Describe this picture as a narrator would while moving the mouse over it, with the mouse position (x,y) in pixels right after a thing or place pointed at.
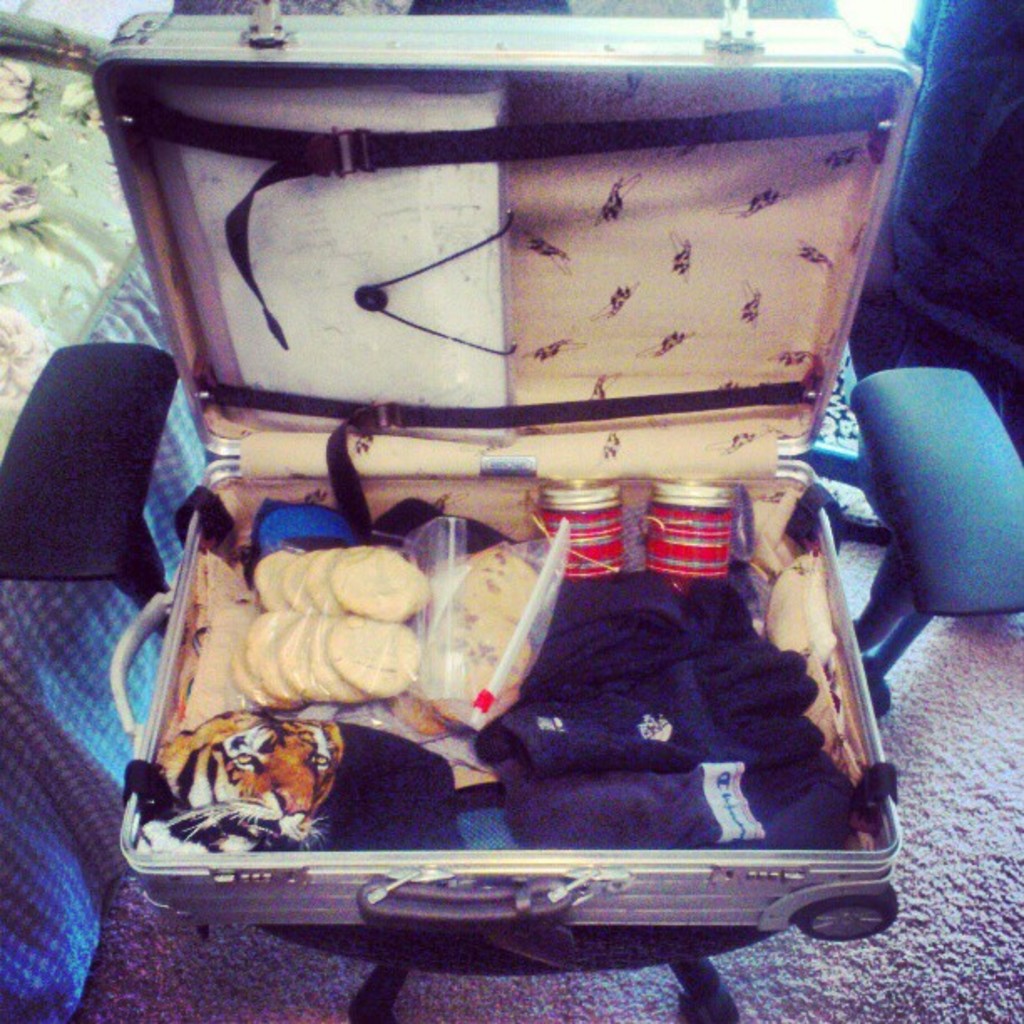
In this picture we can see a suitcase (637,296) which is placed on chair (931,502), suitcase (644,311) consists of pack (348,645) of biscuits (364,605) and some clothes (595,675) and also suitcase (445,458) consist of two straps (412,160) and we can see wheel (858,914) here.
